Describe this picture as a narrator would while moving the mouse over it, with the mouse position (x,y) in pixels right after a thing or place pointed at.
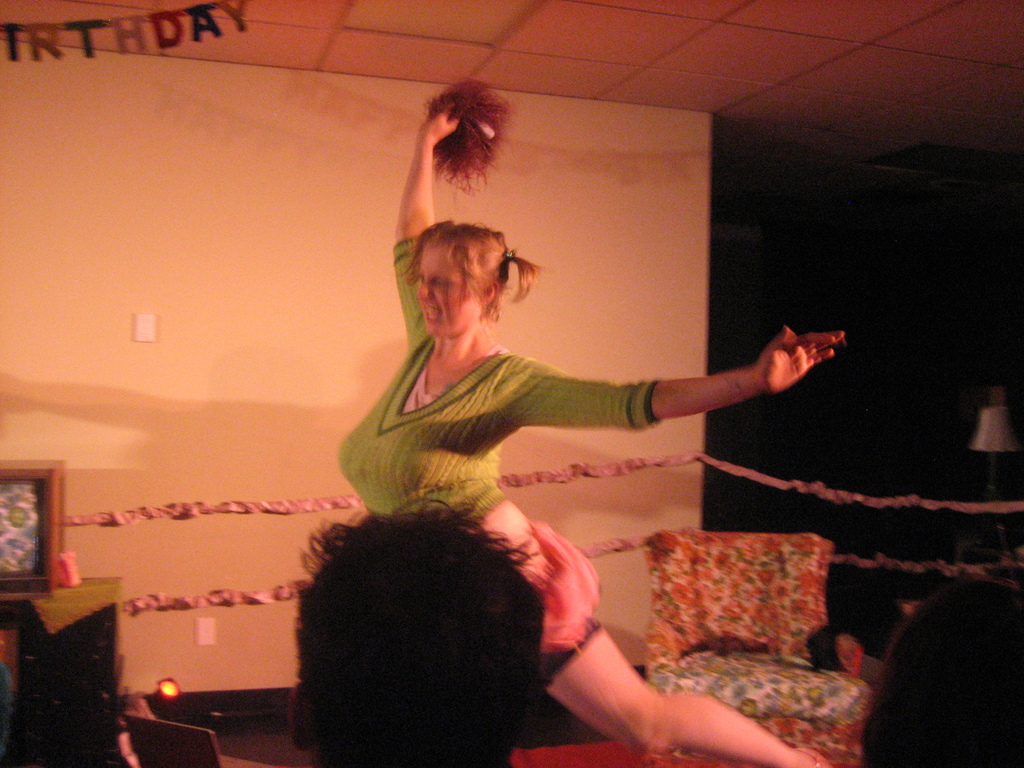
In this image at front (380,684) two people (953,652) are sitting on the chair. In front of them there is a person (457,239) is dancing. Behind her there is a chair (757,614). At the back side (318,444) there is a wall (204,258). In front of the wall (98,538) there is a table (74,638) and on top of the table (78,625) there is photo frame (56,542). On the right side of the image (1011,554) there is a table (962,535) and on top of the table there is a bed lamp (1007,429).
